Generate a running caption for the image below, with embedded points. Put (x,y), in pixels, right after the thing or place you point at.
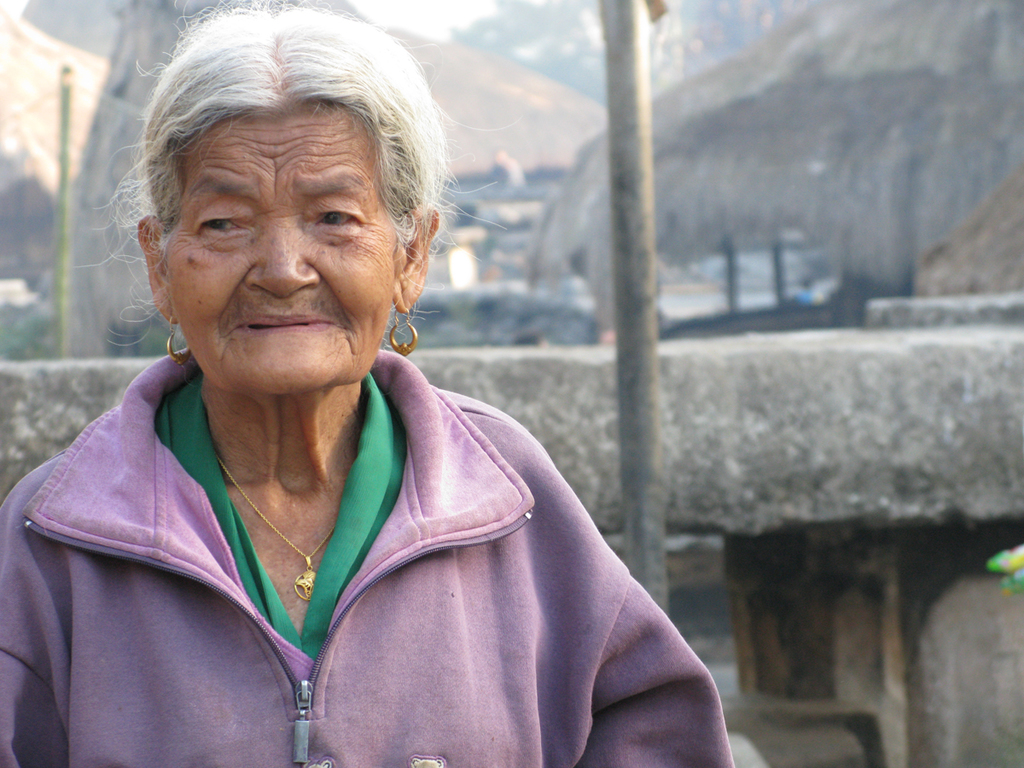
In this picture there is a old woman (242,428) wearing violet dress (483,641) and there is a stone wall (761,424) behind her and there are some other objects (711,140) in the background (652,25).
